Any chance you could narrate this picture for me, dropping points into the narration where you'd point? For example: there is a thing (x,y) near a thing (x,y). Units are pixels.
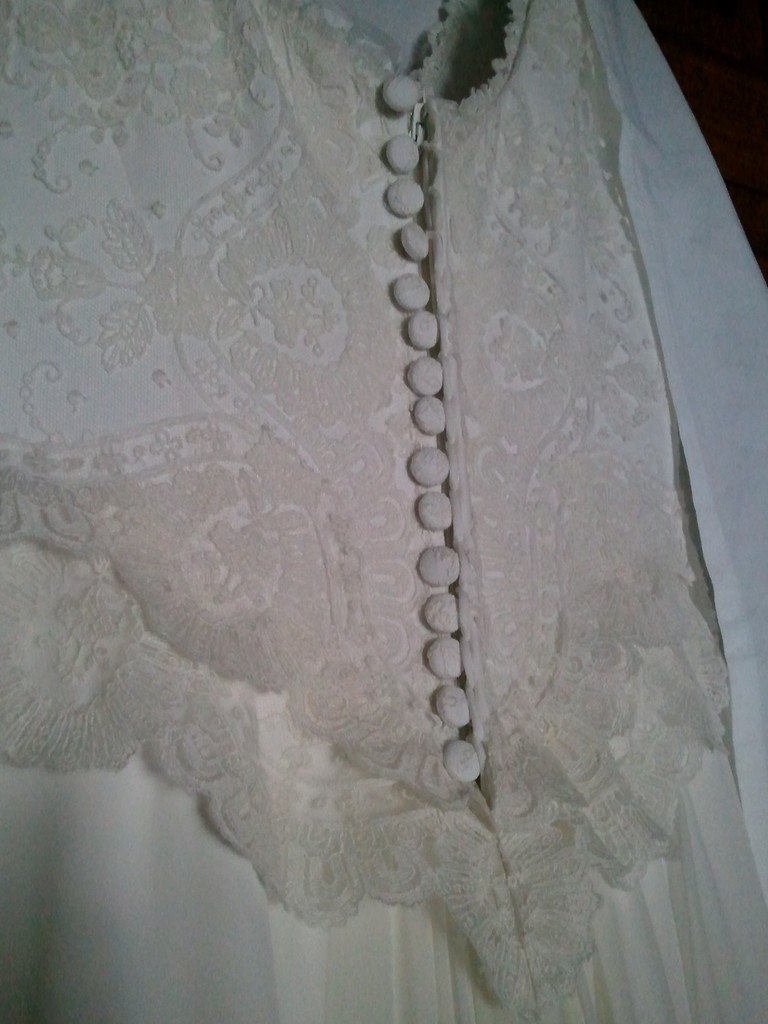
Here we can see a dress (559,482) which is in white color.
